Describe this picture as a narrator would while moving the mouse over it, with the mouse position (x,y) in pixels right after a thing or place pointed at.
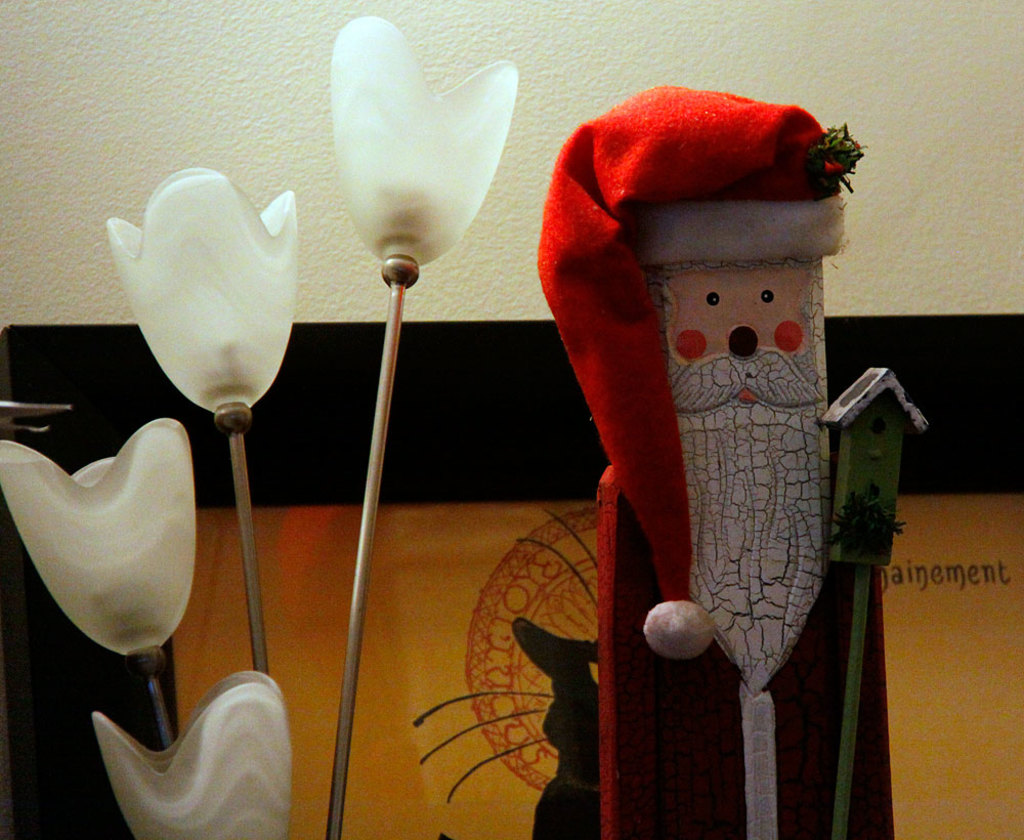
In the foreground of the pictures there are lights (257,319) and a toy (710,601), behind them there is frame (952,446). At the top (119,56) it is wall (579,89) painted white.
